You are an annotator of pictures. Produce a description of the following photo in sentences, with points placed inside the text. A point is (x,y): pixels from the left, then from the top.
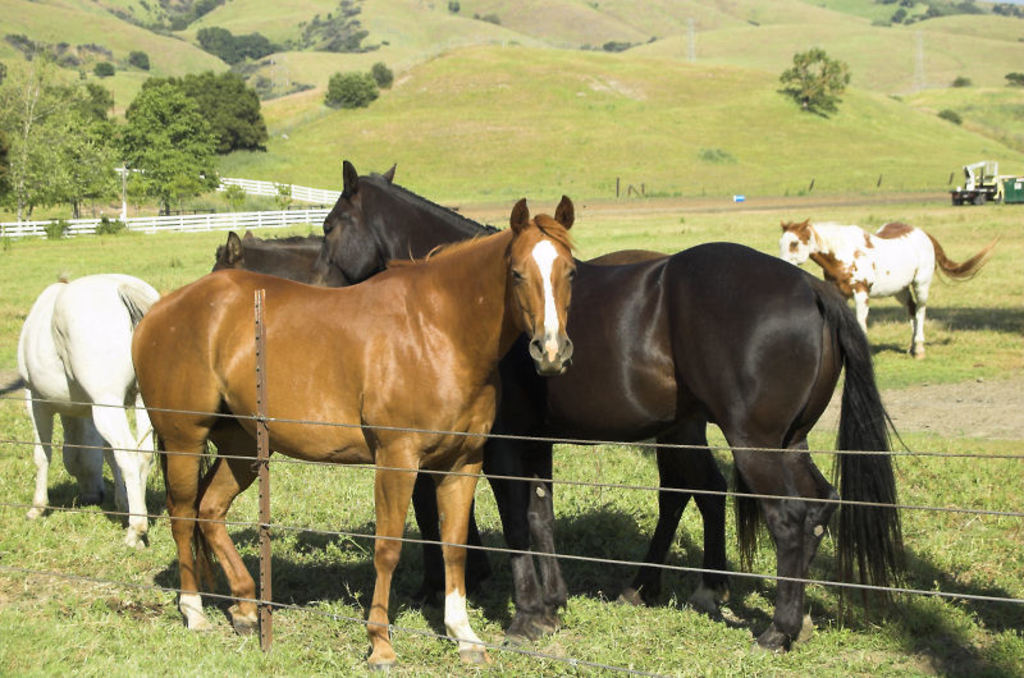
In this image I can see horses (545,393). There are trees (935,6), hills (404,149), there is grass (604,196) and there is a vehicle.
